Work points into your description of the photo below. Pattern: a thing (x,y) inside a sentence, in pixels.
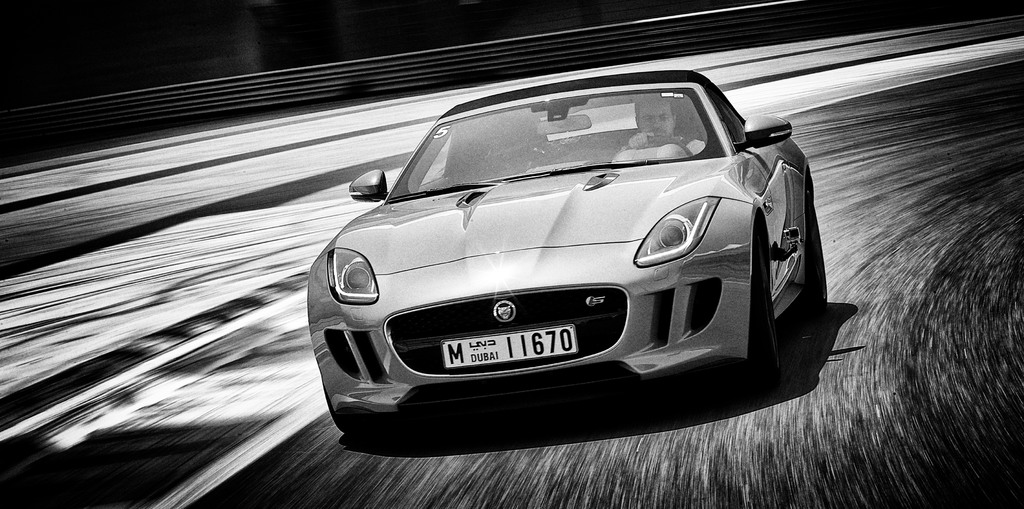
In the picture I can see a man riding a car (750,261) on the road (740,78). It is looking like a fence (692,36) at the top of the picture (500,62).
